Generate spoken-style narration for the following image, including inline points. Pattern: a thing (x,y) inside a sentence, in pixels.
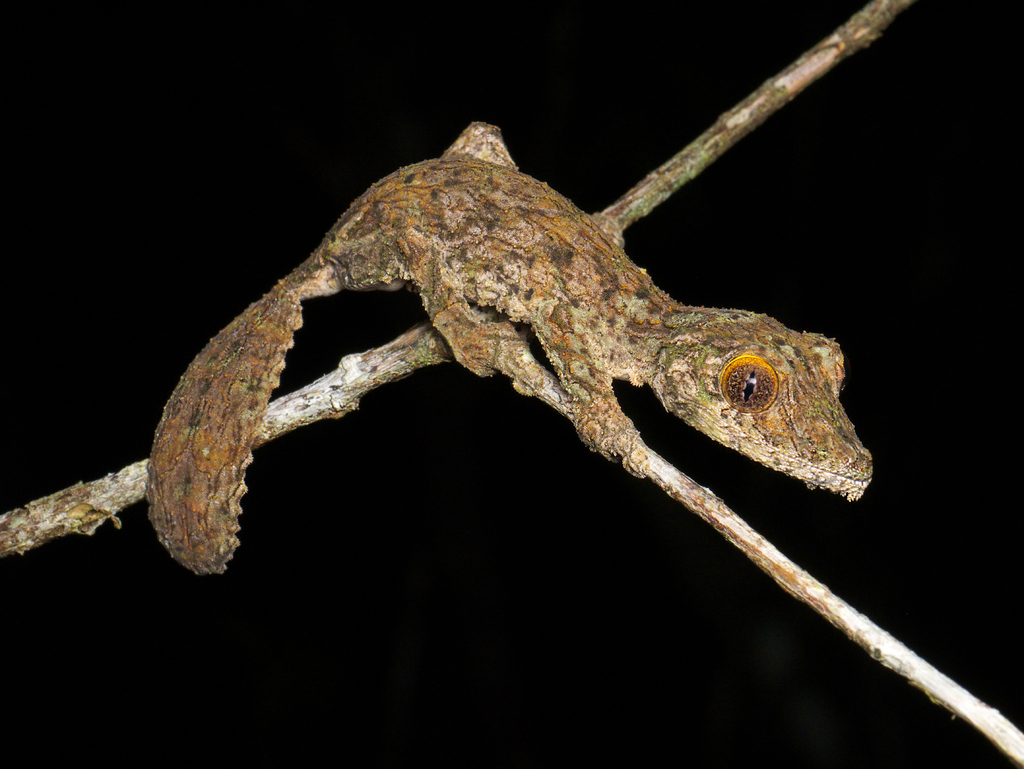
In this picture I can see there is a lizard (217,435) and it is having eyes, body (340,269) and a tail (206,364). It is sitting on the stem (766,553) and the backdrop (174,38) is dark.
